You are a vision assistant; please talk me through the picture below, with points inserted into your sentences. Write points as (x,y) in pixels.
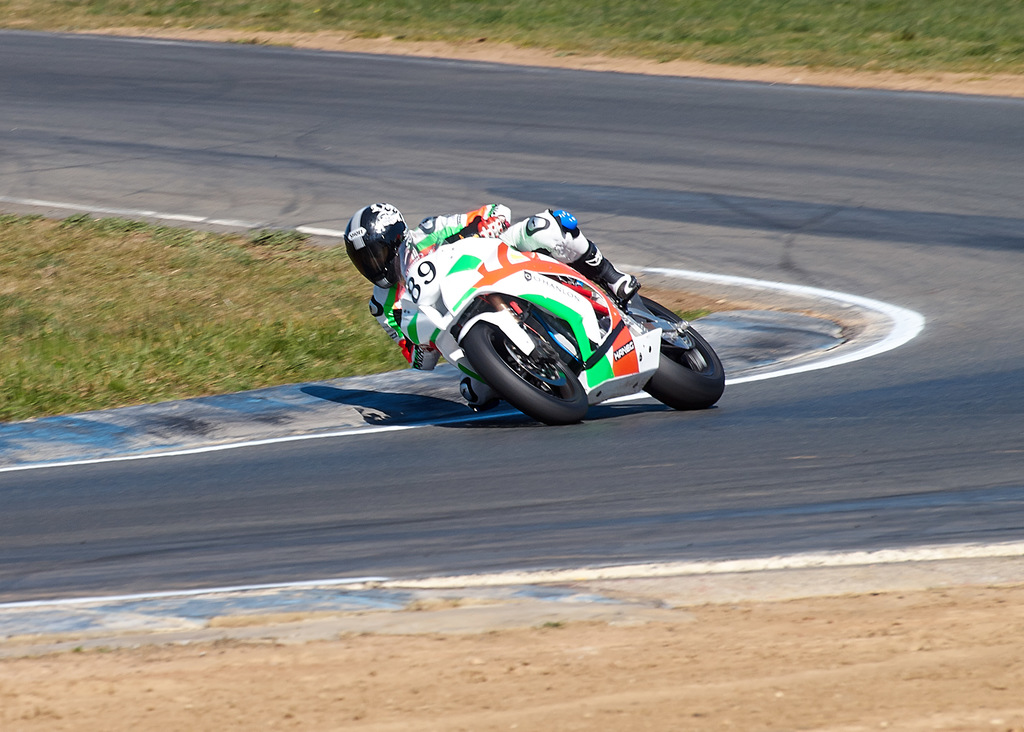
There is a person (526,231) wearing gloves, knee pads (468,388) and helmet (367,253) is riding a motor cycle (566,322) on a road (870,368). On the ground (857,4) there is grass (827,2).
